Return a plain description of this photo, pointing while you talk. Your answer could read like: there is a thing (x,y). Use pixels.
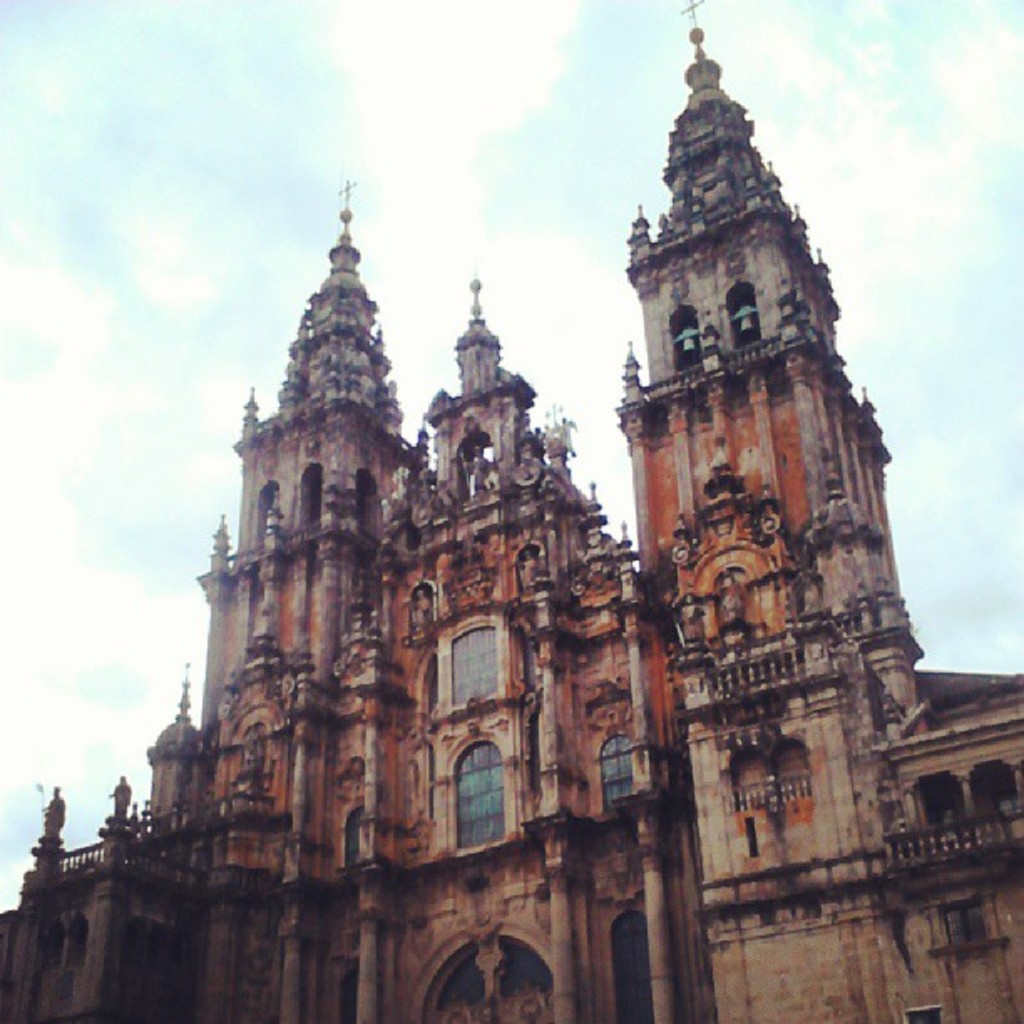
In the picture we can see a historical building construction (829,892) and on it we can see some window (973,909) and behind it we can see a sky (523,205) with clouds (435,383).
